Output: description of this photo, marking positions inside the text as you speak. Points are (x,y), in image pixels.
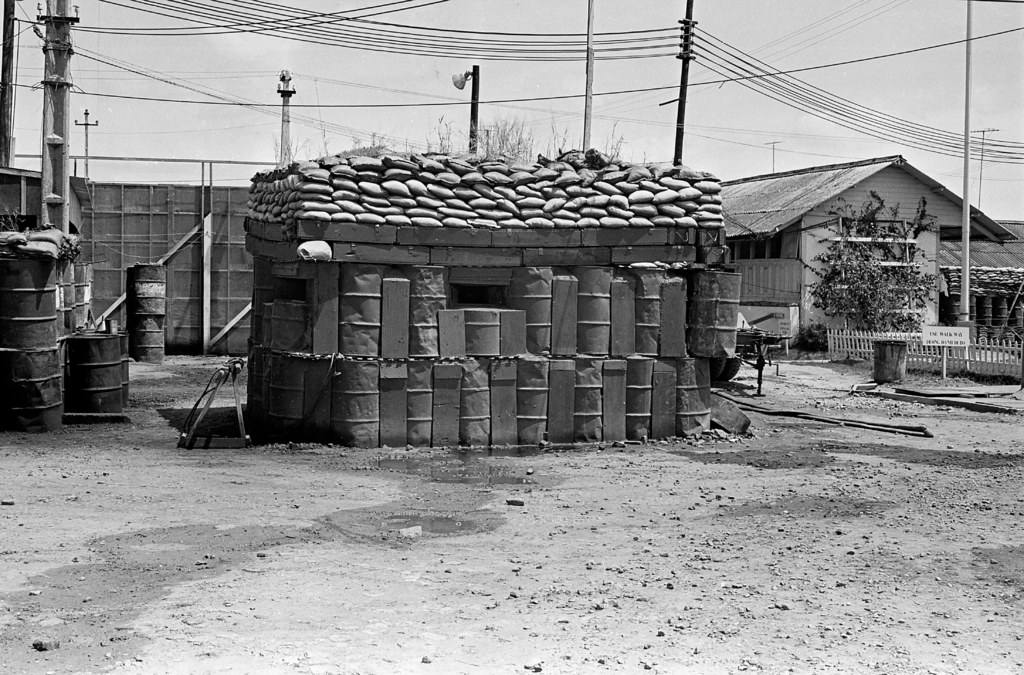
This is a black and white image, in this image there is a land (752,449), on that land (931,427) there are drums (280,379), in one above the other at the top (427,213) there are bags (553,206) on the left side (119,345) there are drums (155,356), on the right side (917,333) there is a wooden fencing (998,344), house (844,185) and a plant (887,302) and there are electrical poles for that poles (679,56) there are wires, in the background (204,180) there is a wall (184,230) and the sky (822,48).
